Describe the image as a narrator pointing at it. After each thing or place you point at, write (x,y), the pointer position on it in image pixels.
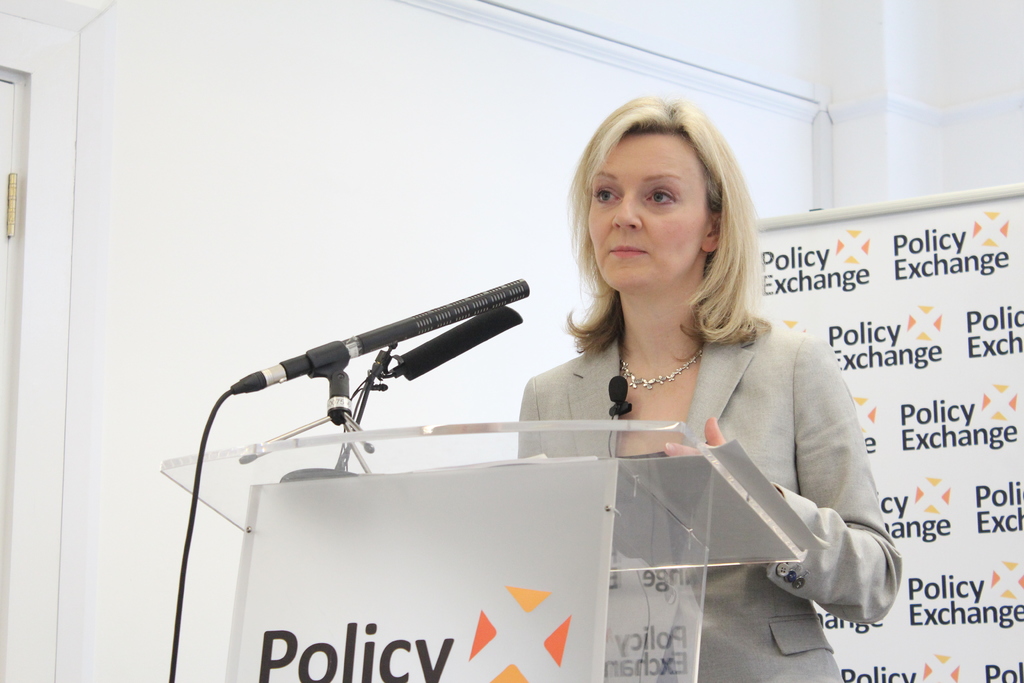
In this picture we can see a woman (664,407), in front of her we can see a podium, here we can see mics (513,296) and in the background (954,411) we can see a board (1009,411), wall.
